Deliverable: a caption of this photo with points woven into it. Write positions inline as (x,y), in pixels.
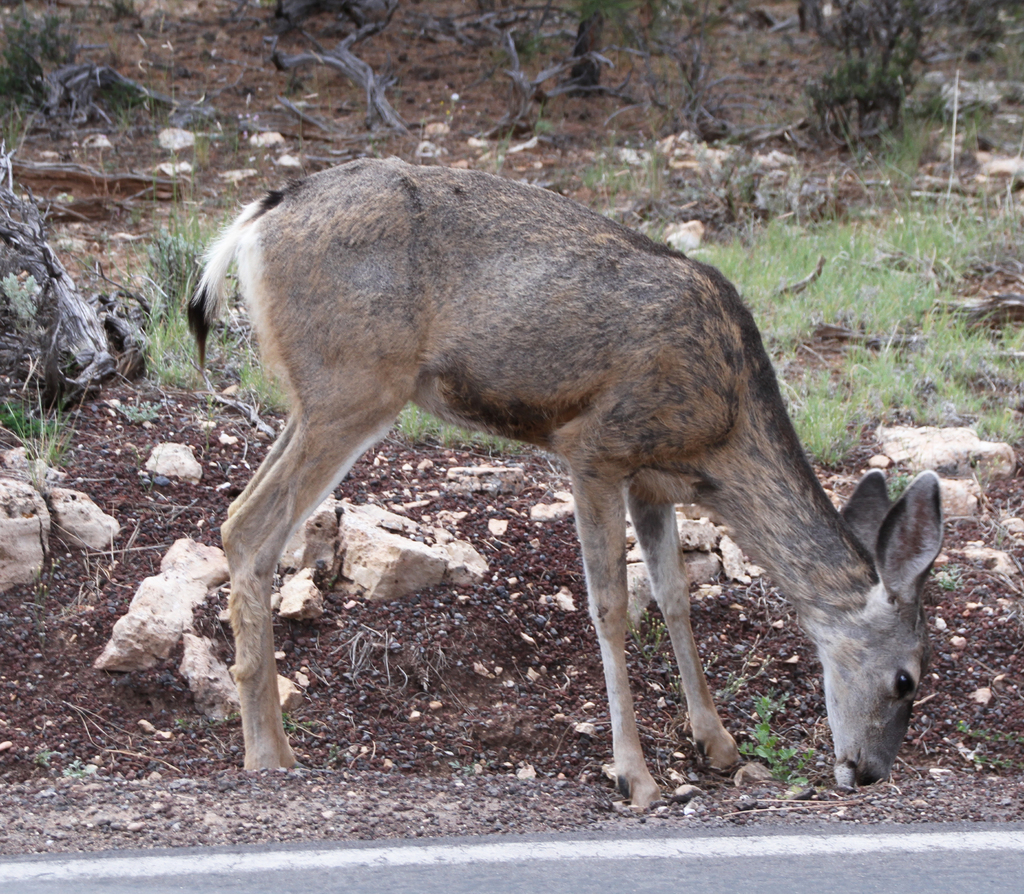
In the image we can see an animal (594,467), road (929,863), soil (464,714), stones (333,552), grass (846,320) and a tree branch (81,296).
